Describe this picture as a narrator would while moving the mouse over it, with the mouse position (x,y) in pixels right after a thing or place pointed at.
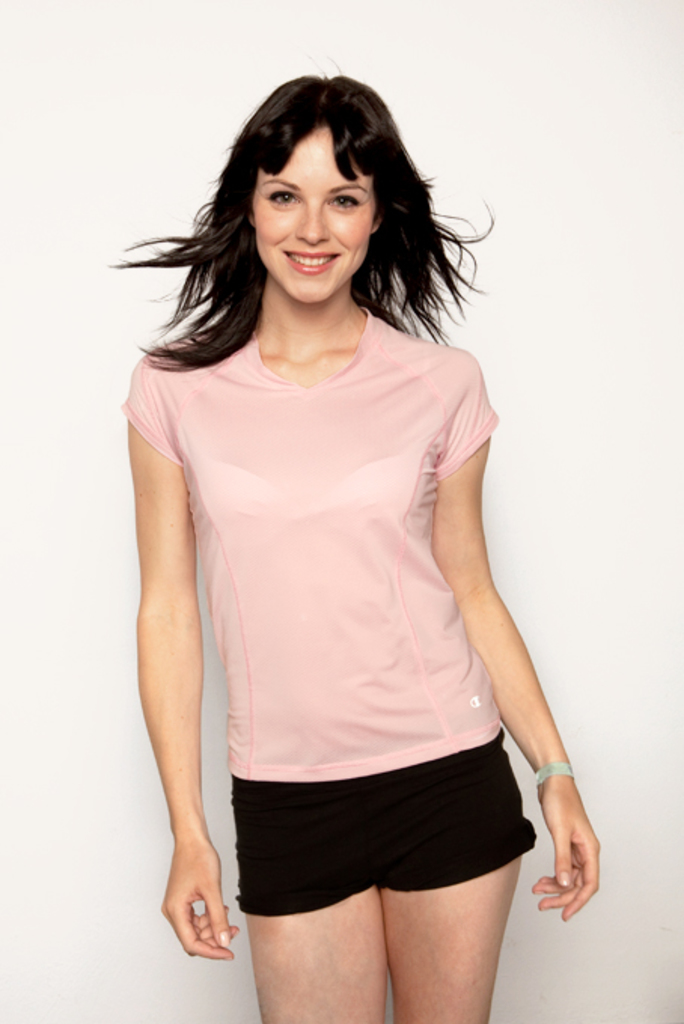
In the foreground of this image (350,683), there is a woman (380,750) standing and wearing a pink T shirt (365,604) and having smile (321,253) on her face (311,249) with the white background (132,72).
